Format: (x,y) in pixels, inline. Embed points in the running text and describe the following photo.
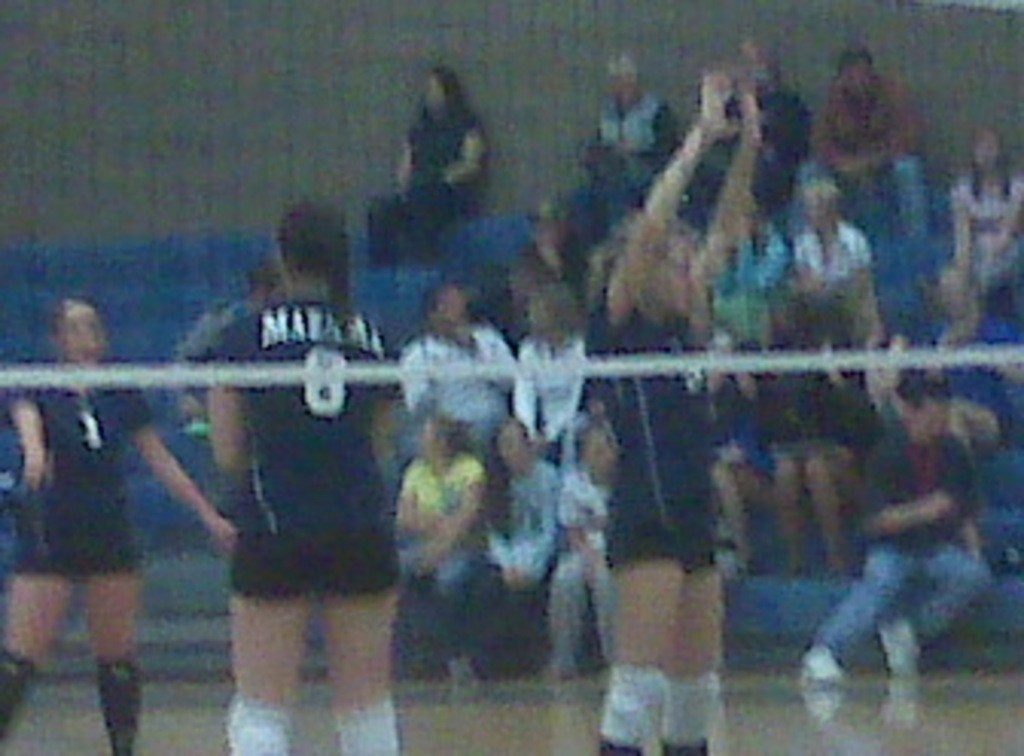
In this image, we can see people (318,489) wearing sports dress (371,510) and there is a net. In the background (871,169), there are some other people (833,281).
